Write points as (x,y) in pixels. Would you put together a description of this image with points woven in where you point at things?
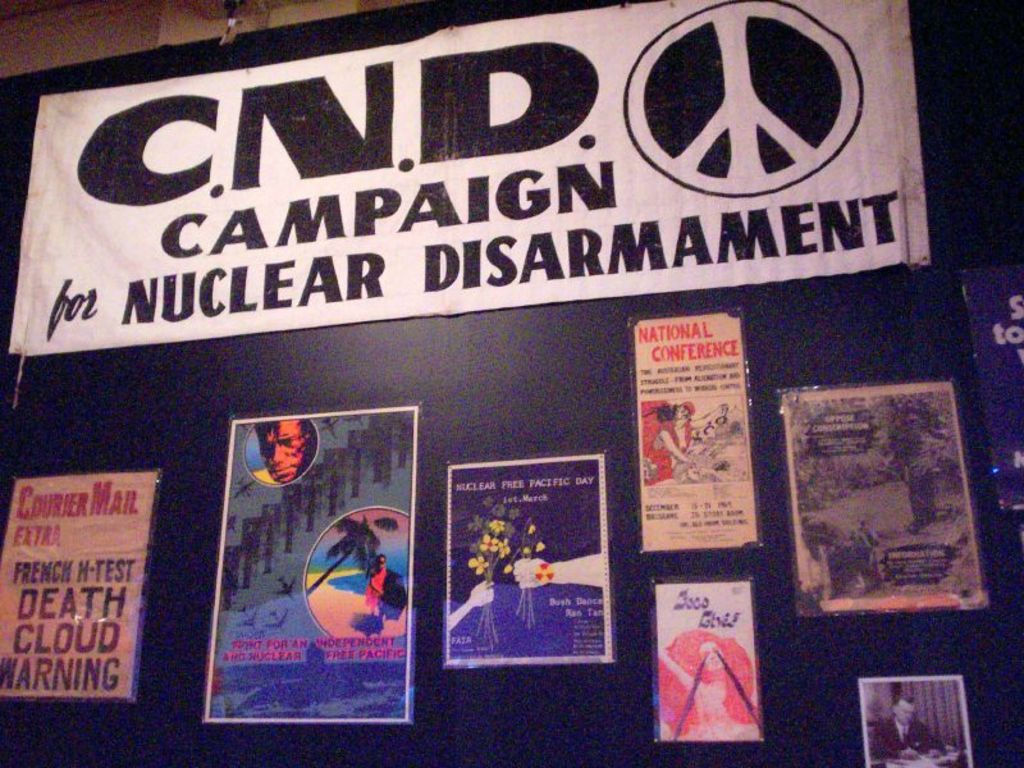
In this picture we can see some posters (881,531) and a notice (405,261) pasted on a blackboard (309,383).
